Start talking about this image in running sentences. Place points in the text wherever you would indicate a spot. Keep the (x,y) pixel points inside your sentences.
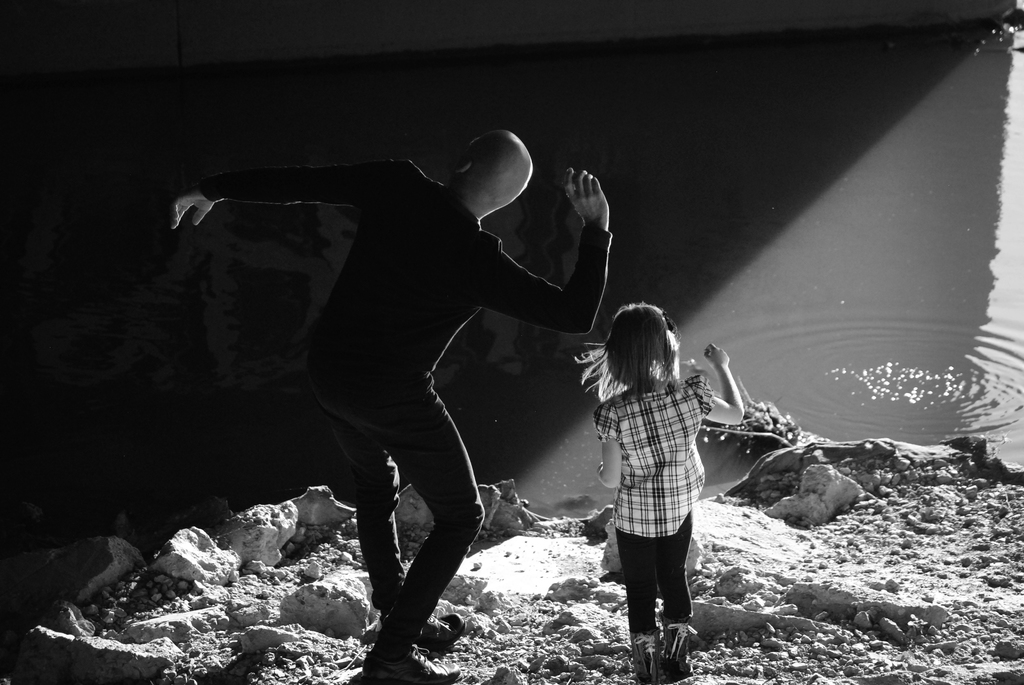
This is a black and white picture. We can see a man (459,457) and a kid (620,509) are standing on the surface (480,630). In front of the two persons (388,403), there is water (715,335).
